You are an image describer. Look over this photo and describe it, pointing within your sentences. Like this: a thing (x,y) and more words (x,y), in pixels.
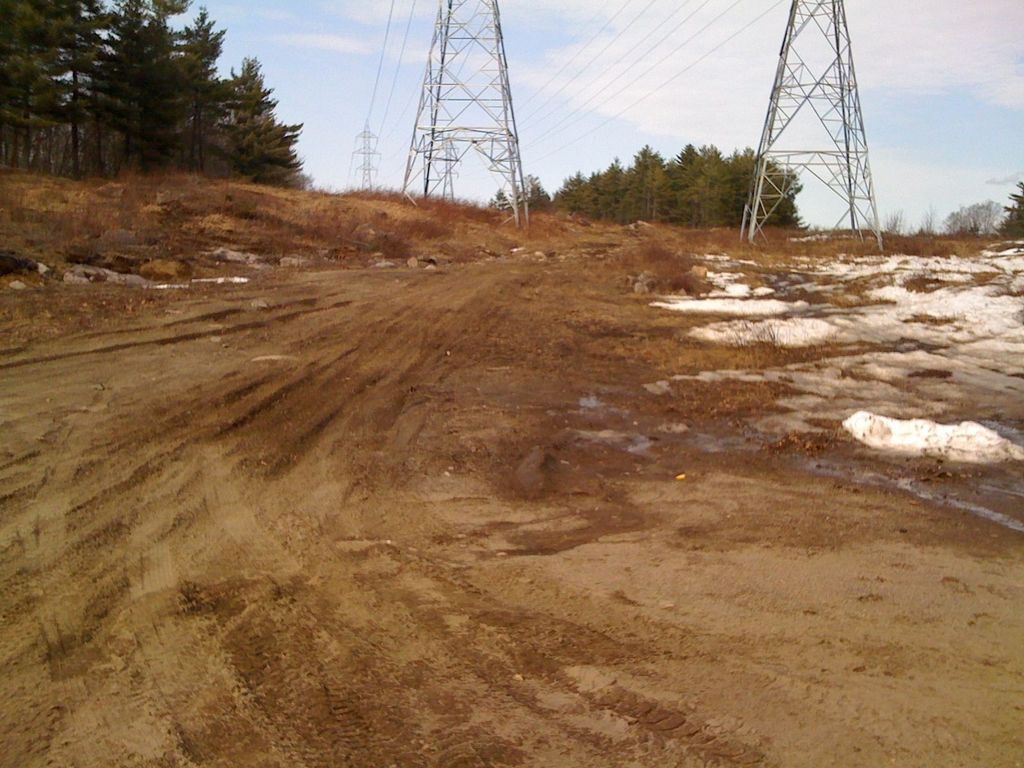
In this image on the top left (114,169) there are trees (188,138). In the background (439,80) there are towers (771,122), trees (715,157). On the ground (592,218) there are plants (651,268). On the sky (618,52) there are few patches of cloud (579,48).
